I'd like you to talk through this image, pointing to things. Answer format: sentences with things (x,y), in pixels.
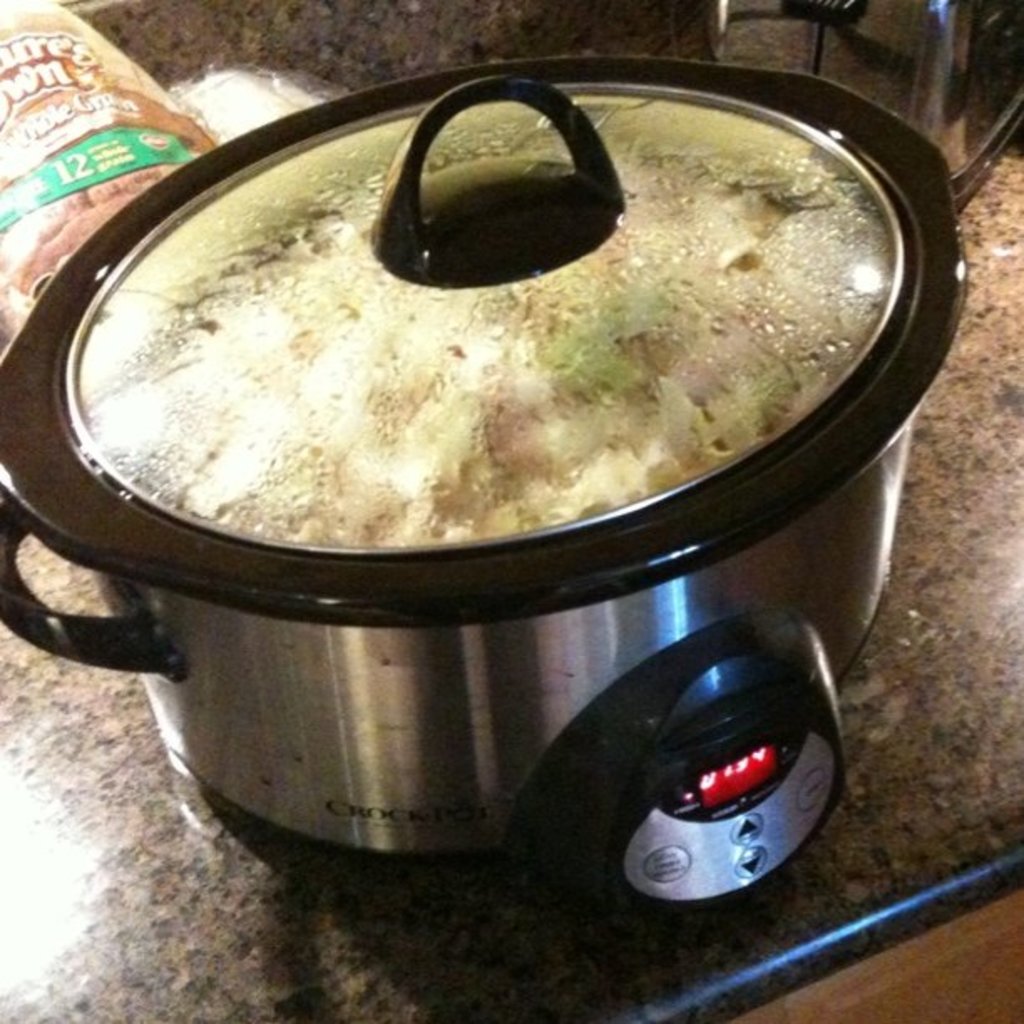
In this image I can see the counter top (224,986) of the kitchen (536,982) and on it I can see a electric cooker (581,663) which is silver and black in color. I can see few other objects (203,132) on the countertop (985,715).
